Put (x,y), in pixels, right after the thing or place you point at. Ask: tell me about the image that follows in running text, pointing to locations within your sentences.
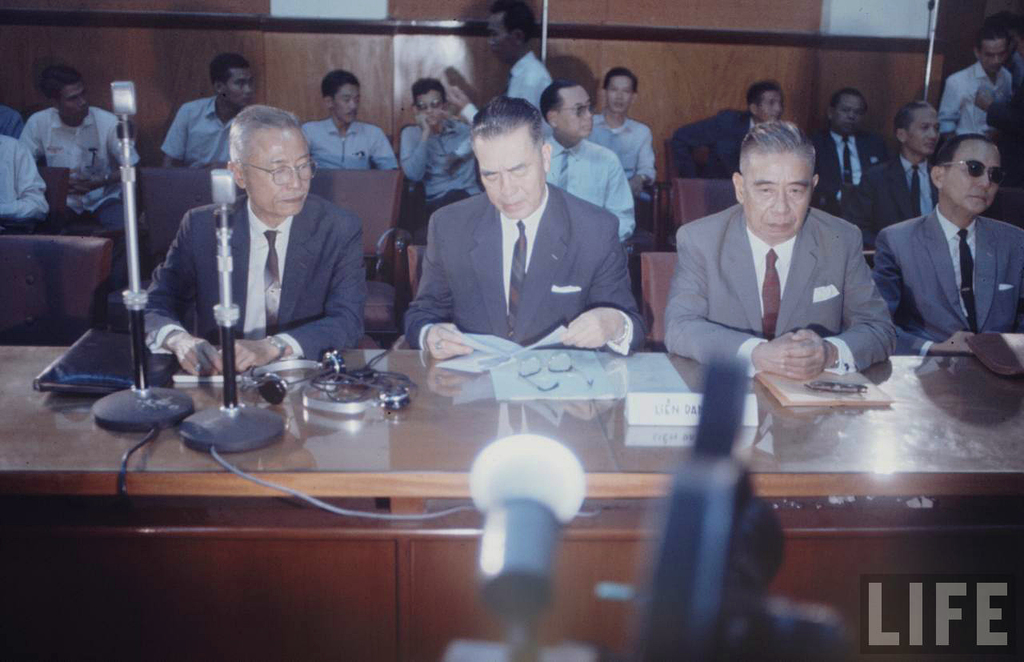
In this image I can see a group of people (611,215) are sitting on a chair (413,270) in front of a table (427,440). On the table (307,425) I can see there is a microphone (135,185) and other objects (545,389) on it.
